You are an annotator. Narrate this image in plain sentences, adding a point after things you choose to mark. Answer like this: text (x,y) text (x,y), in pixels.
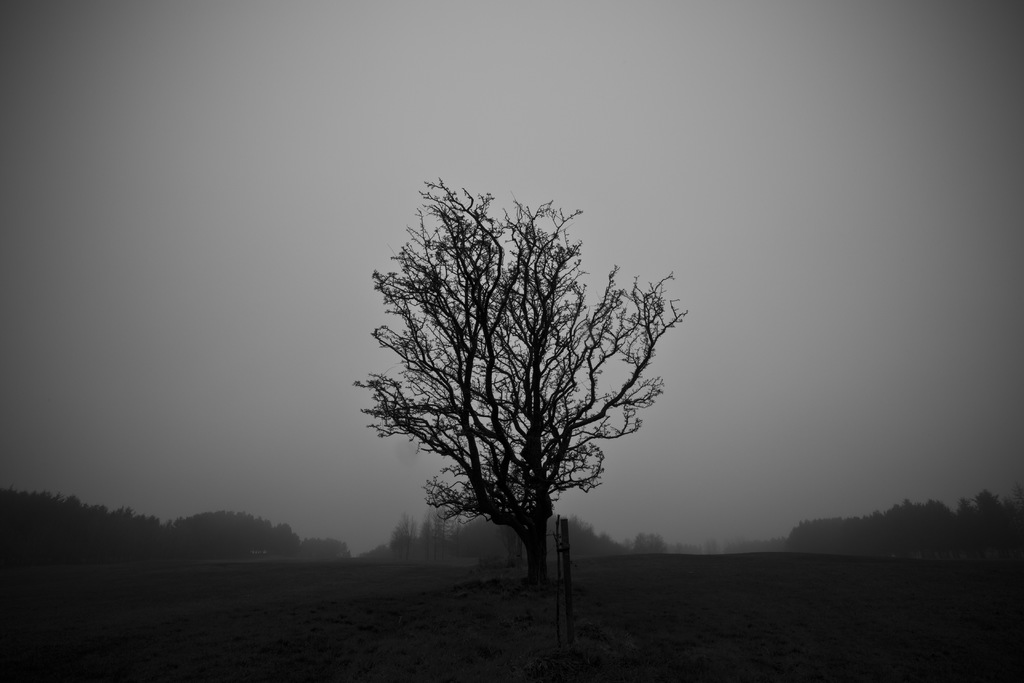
In the center of the image (447,413), we can see a trees (590,451) and in the background (103,511), there are many trees (871,541). At the bottom (632,639), there is ground (653,622).
